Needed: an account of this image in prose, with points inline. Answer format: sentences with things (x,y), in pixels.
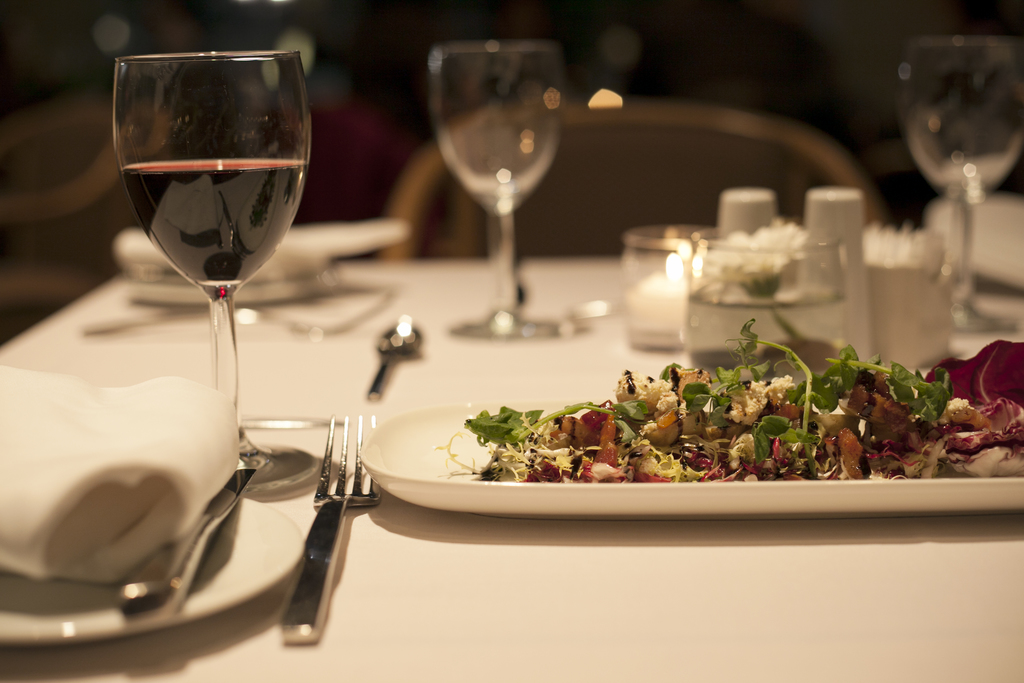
In the image in the center (349,376) we can see the table (461,517). On table (544,588) we can see some food items (707,464), Wine glasses (262,174), plate (295,532), fork (313,540), napkin (149,459) etc. Coming to the background (598,145) we can see the chair (561,137).
